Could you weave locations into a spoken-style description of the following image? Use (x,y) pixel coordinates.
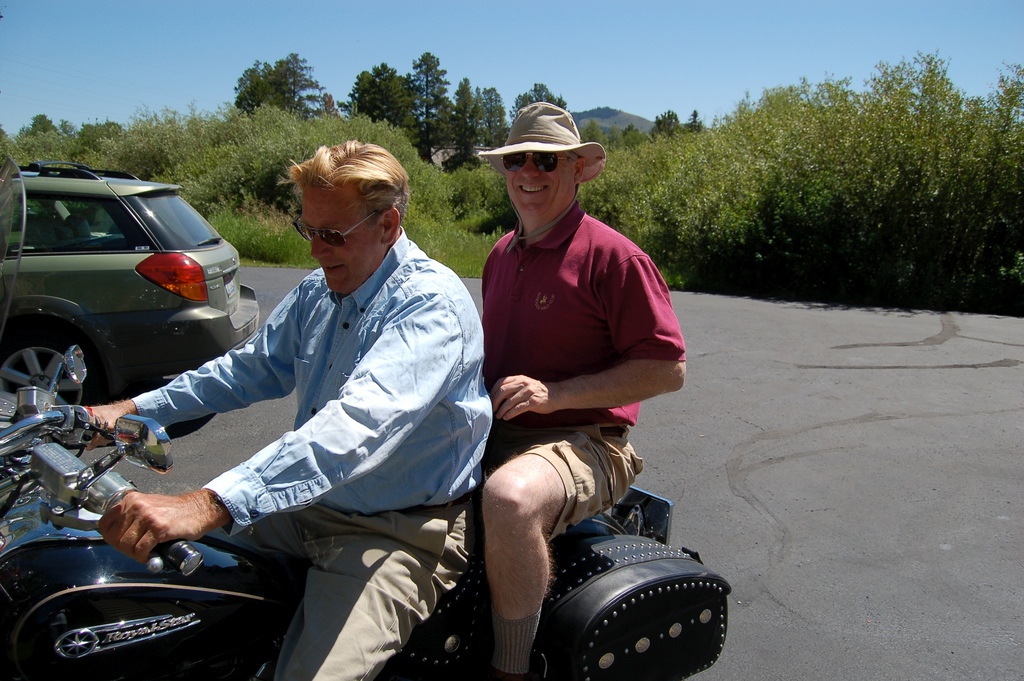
this picture shows a man (426,604) riding on the motorcycle (67,665) and a person (537,620) sitting on the back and we see a car (215,263) parked and few trees (964,163) on their back.
